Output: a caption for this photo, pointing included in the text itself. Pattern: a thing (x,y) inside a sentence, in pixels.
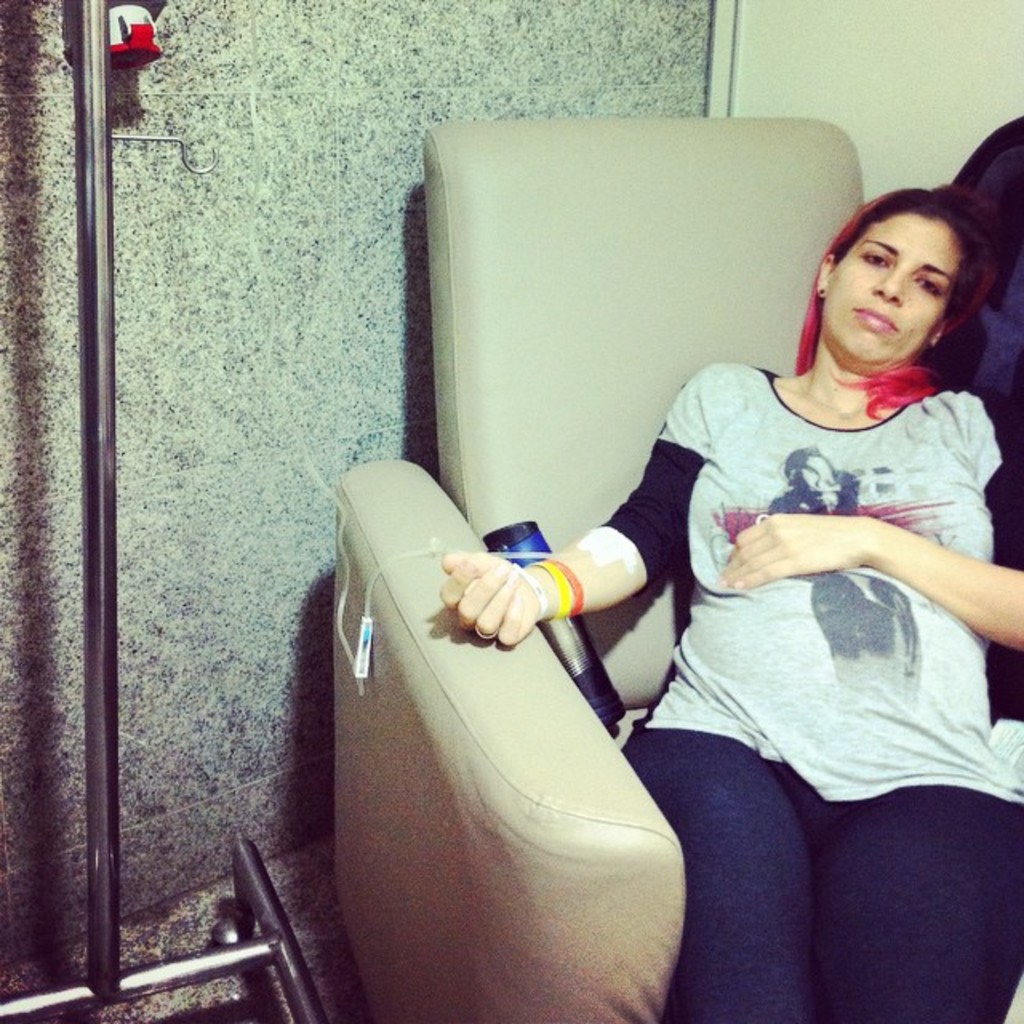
In this image there is a woman (914,500) sitting on the couch (634,679) and there is a bottle (565,635), beside couch (468,514) there is a stand (90,591). In the background (120,391) there is a wall (475,66).
